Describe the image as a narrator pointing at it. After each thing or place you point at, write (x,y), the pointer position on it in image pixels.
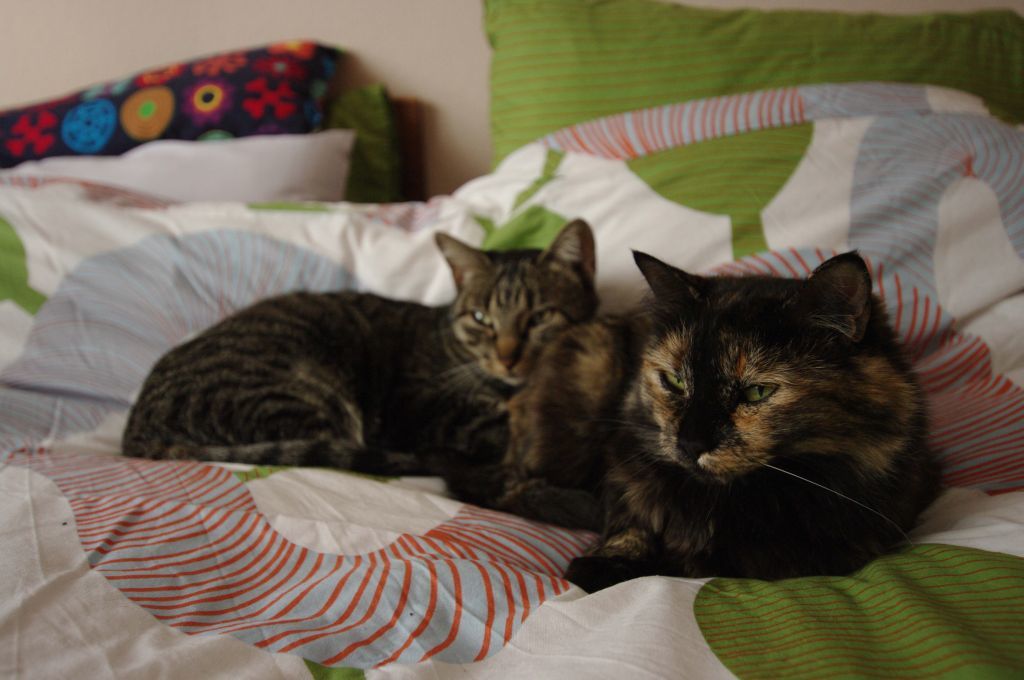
There are two cats (552,373) sitting on a bed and there is a green pillow (594,76) in the background (594,65).
